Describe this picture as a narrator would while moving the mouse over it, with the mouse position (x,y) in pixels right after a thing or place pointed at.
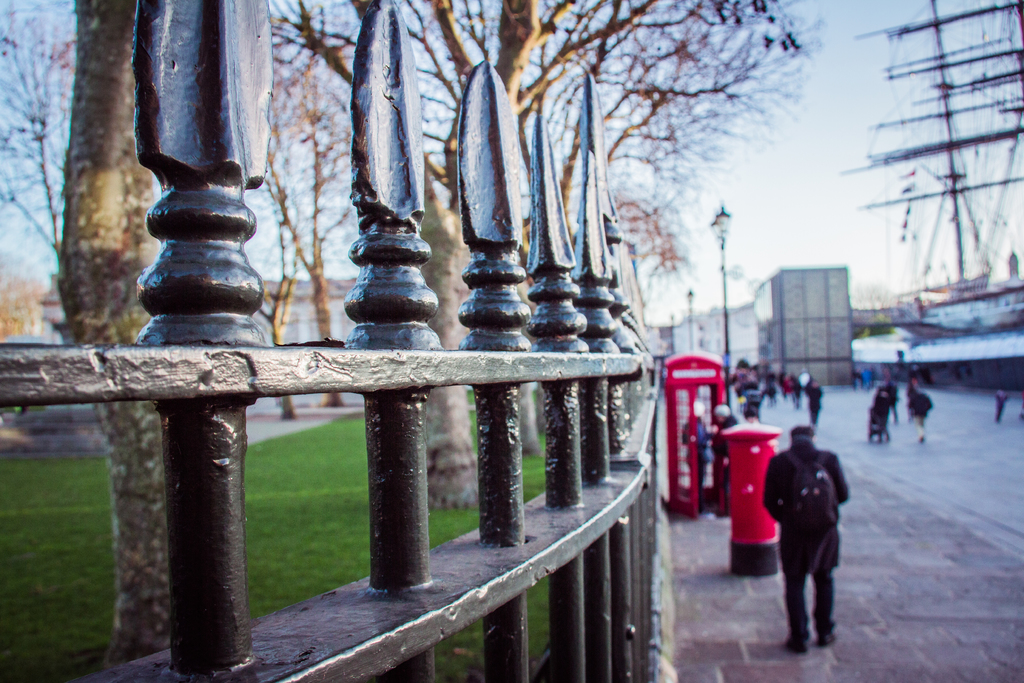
In this image we can see some group of persons (793,457) walking on the road (781,445), there is telephone booth (696,400), post box (759,460), on left side of the image (307,371) there is fencing (203,203), there are some trees (67,246) and on right side of the image (834,305) there are some houses (817,298) and clear sky (773,141).
